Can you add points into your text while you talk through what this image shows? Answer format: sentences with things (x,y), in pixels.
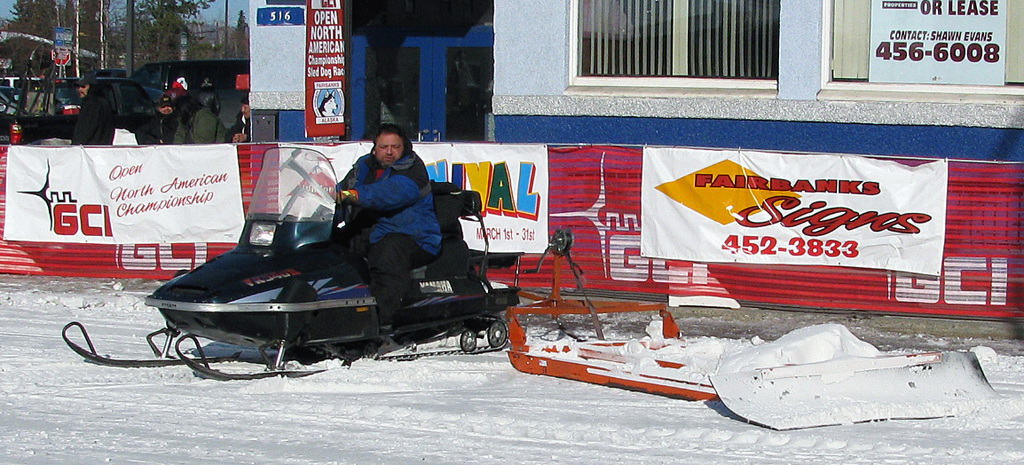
In this image, in the middle (420,196), we can see a man (414,221) sitting in the vehicle (402,293) and riding it on the snow (281,401). On the right side (799,386), we can see some metal instrument (721,374). In the background (504,212), we can see hoardings (902,180), building (1011,62), vehicle (139,84), a group of people (155,123), trees (182,25), pole (227,1). At the top (222,17), we can see a sky (234,17), at the bottom (168,388), we can see a snow (42,436).
